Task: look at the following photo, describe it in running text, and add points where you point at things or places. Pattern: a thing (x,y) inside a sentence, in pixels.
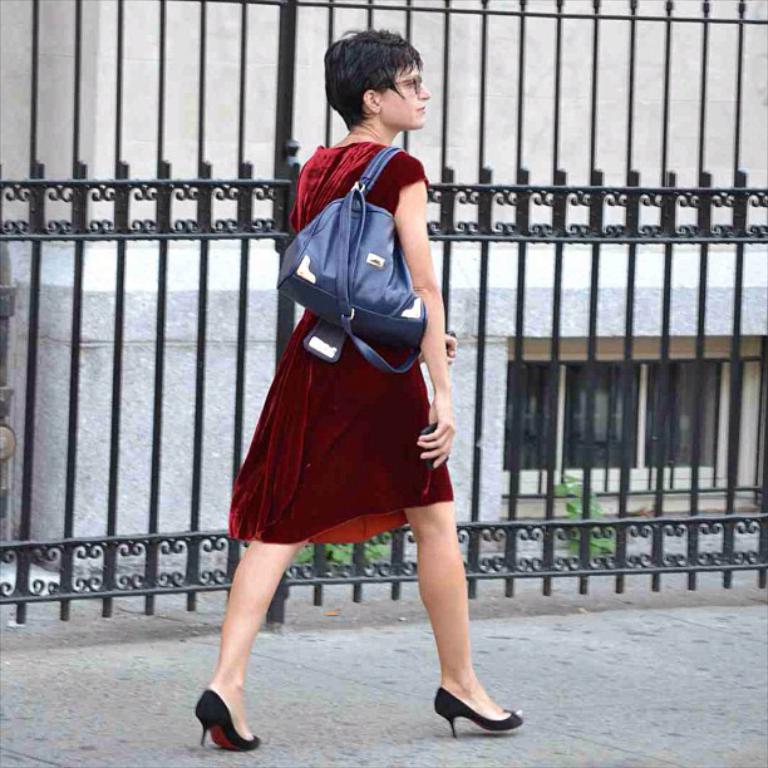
In the center of the image (322,420) we can see a lady (285,555) walking. She is wearing a bag (388,281). In the background (158,392) there are grills (594,175) and we can see a building (578,244).
